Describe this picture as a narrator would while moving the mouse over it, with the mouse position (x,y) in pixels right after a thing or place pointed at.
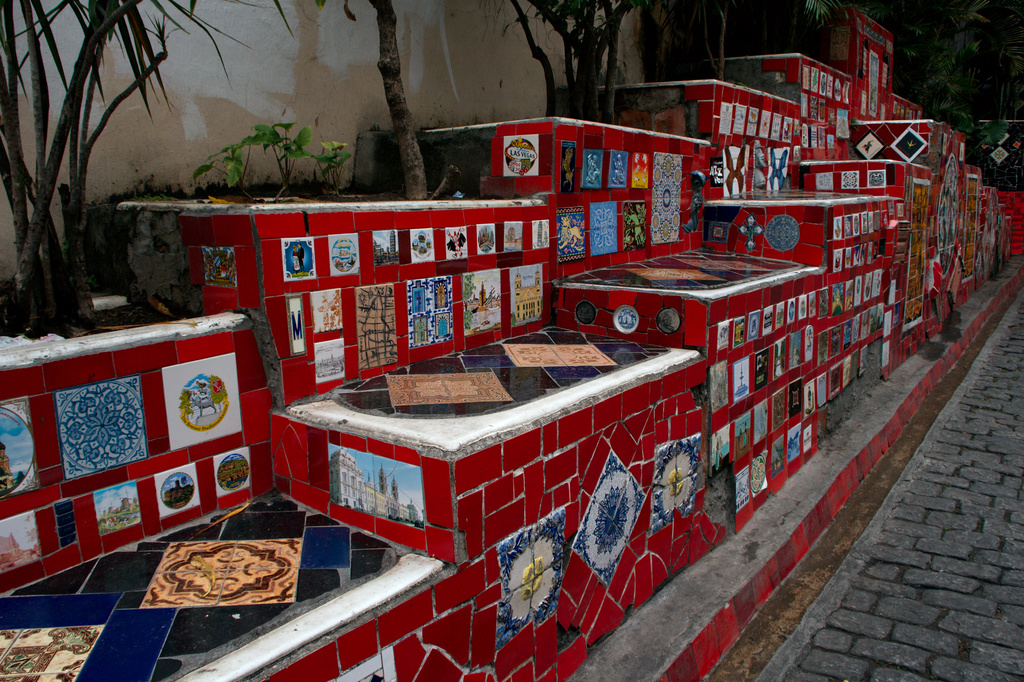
In this image I can see the ground (977,575) and a concrete structure (570,435) to which I can see colorful tiles (562,471). I can see few trees (952,38) which are green in color and the cream colored wall (232,80).
